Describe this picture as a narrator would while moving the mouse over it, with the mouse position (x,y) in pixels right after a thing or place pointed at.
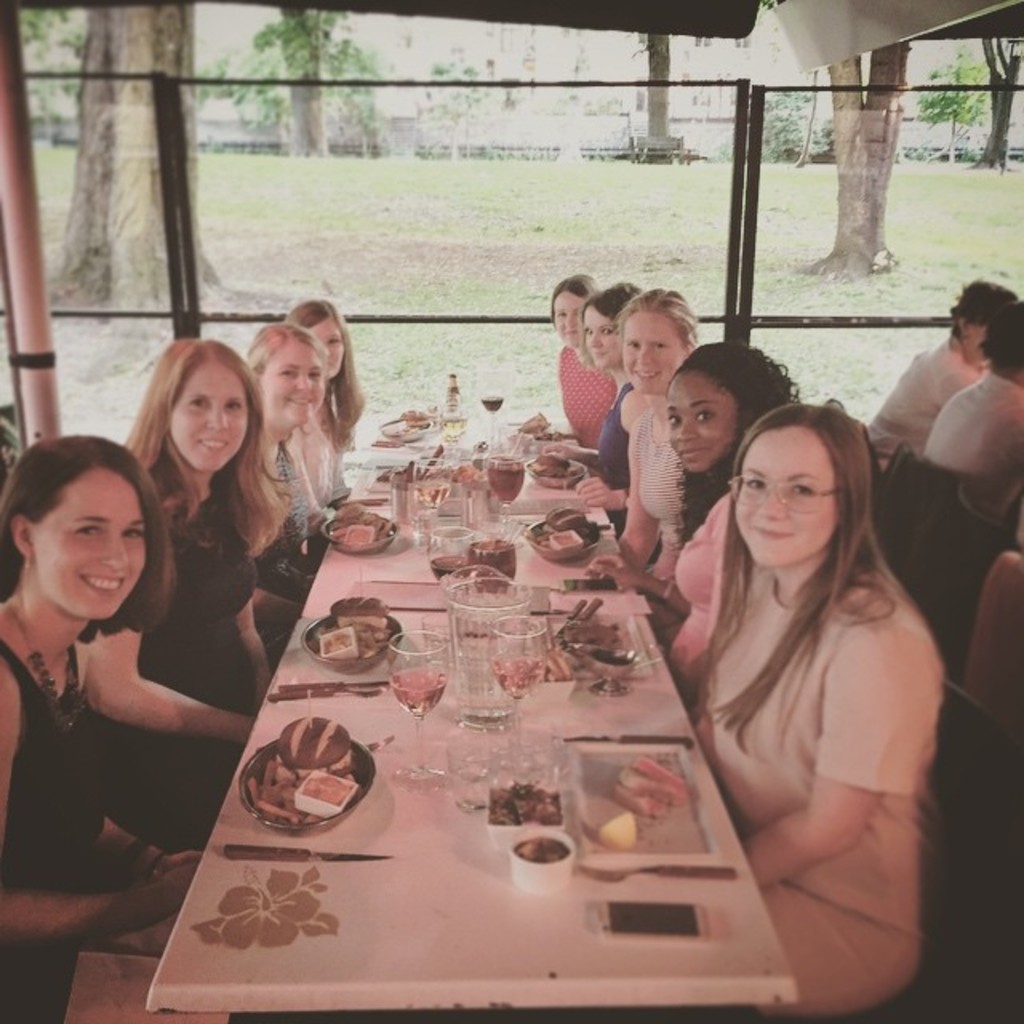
In this image there are group of woman (196,844) sitting in chair (948,1002) near the table (384,836) and in table (390,774) there is knife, fork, mobile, cup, food (616,833), jug (471,611), glass (501,621), a bottle (460,417), and in back ground (862,235) there are group of persons (914,368) sitting in chair (956,553), tree (806,160), grass (519,211), plants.
